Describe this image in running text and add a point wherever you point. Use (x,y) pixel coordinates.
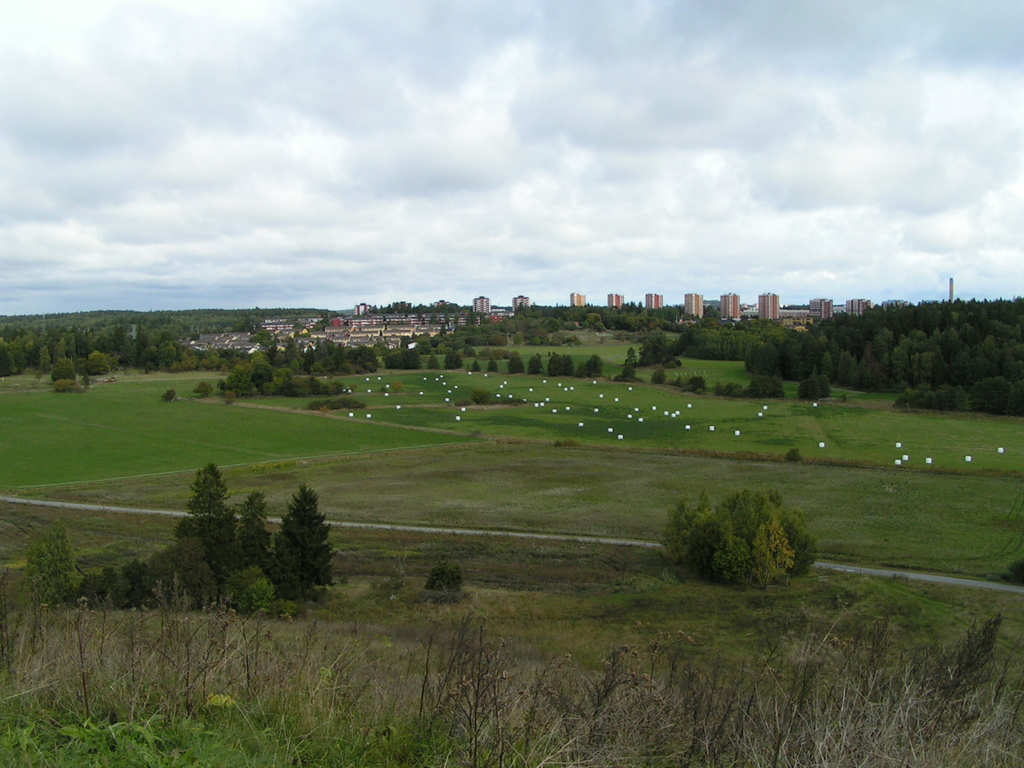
In this image, we can see plants (493,686), trees (214,470), grass (257,617). Background (258,345) there are some many buildings (228,338), houses (242,348). Top of the image (524,211), there is a cloudy sky (420,159). Here we can see some white color objects (969,460).
